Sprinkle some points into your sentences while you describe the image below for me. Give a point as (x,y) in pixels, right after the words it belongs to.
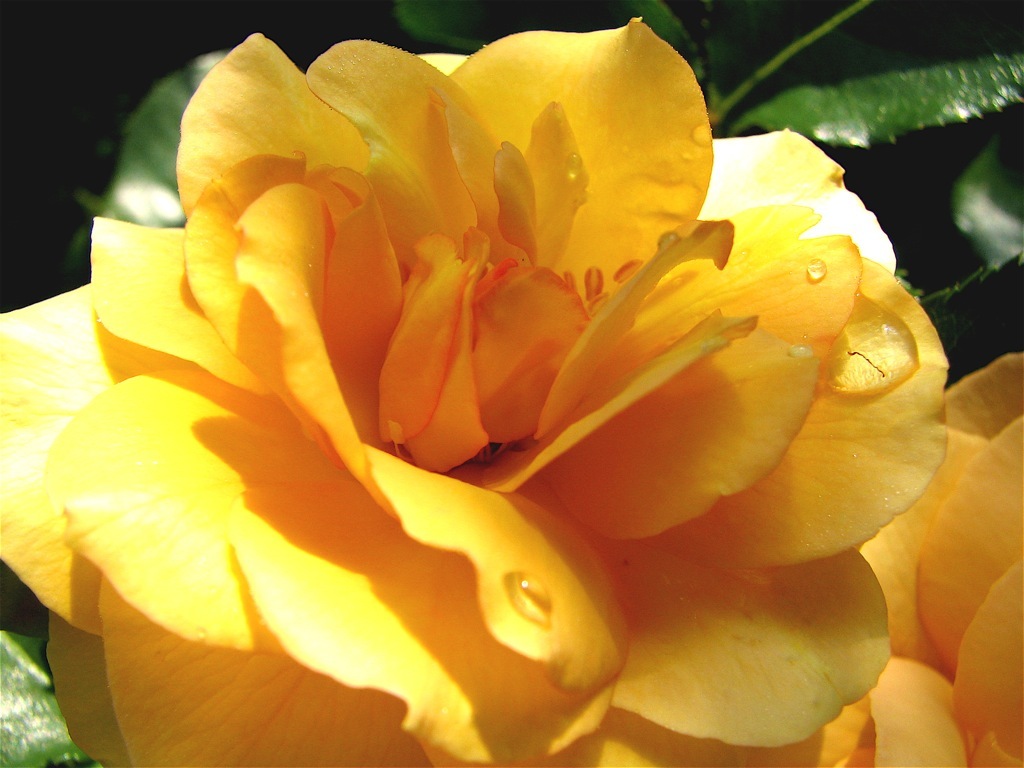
In this picture there is a yellow color rose flower (266,377). Behind there are some green leaves (692,5).
